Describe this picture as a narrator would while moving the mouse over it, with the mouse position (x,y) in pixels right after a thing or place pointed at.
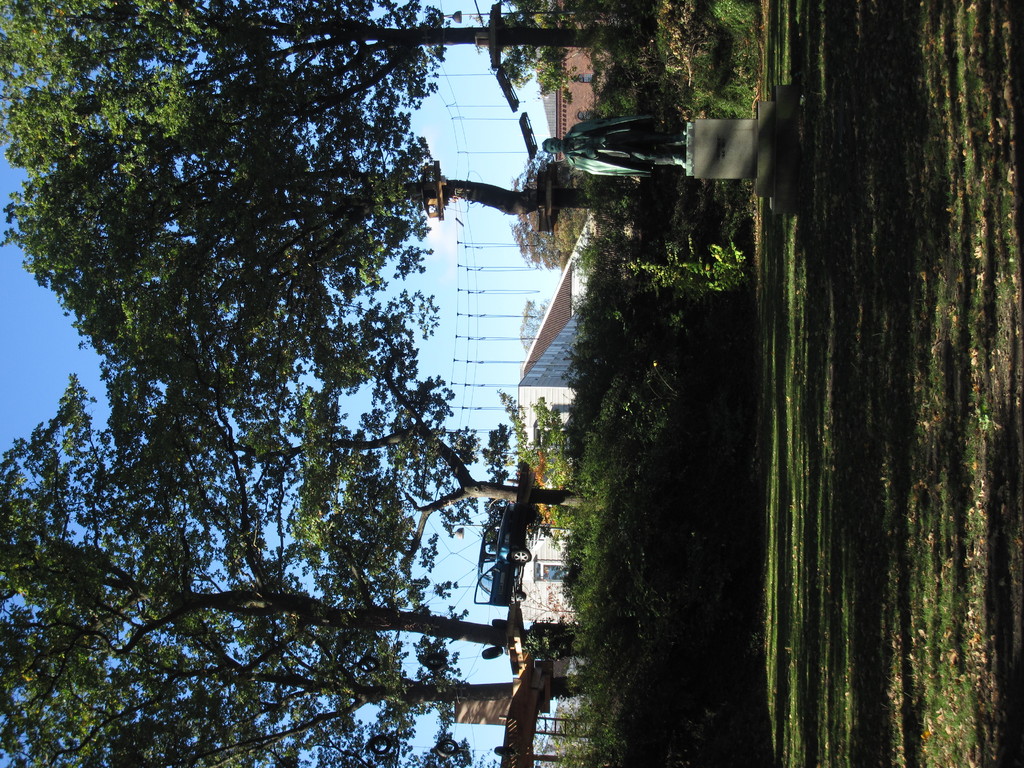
This picture shows a building (540,595) and we see few trees (137,761) and a statue (764,141) and grass (784,435) on the ground (967,723) and a blue sky (474,261) and we see a car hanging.
